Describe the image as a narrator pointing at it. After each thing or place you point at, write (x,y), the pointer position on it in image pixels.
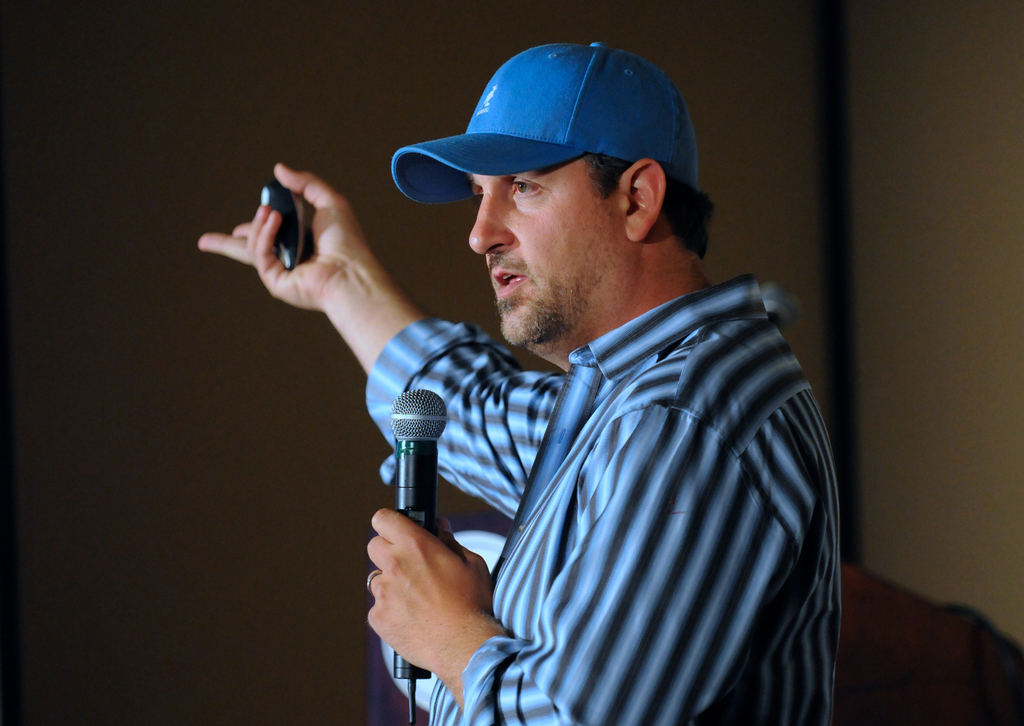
In this image I see a man (517,296) who is wearing shirt (702,462) which is of black and blue in color and I see that he is holding a mic (422,481) in one hand (417,598) and a thing (297,249) in other hand (261,227) and I see that he is wearing a blue cap (558,115). In the background (380,185) I see the wall (958,337).
